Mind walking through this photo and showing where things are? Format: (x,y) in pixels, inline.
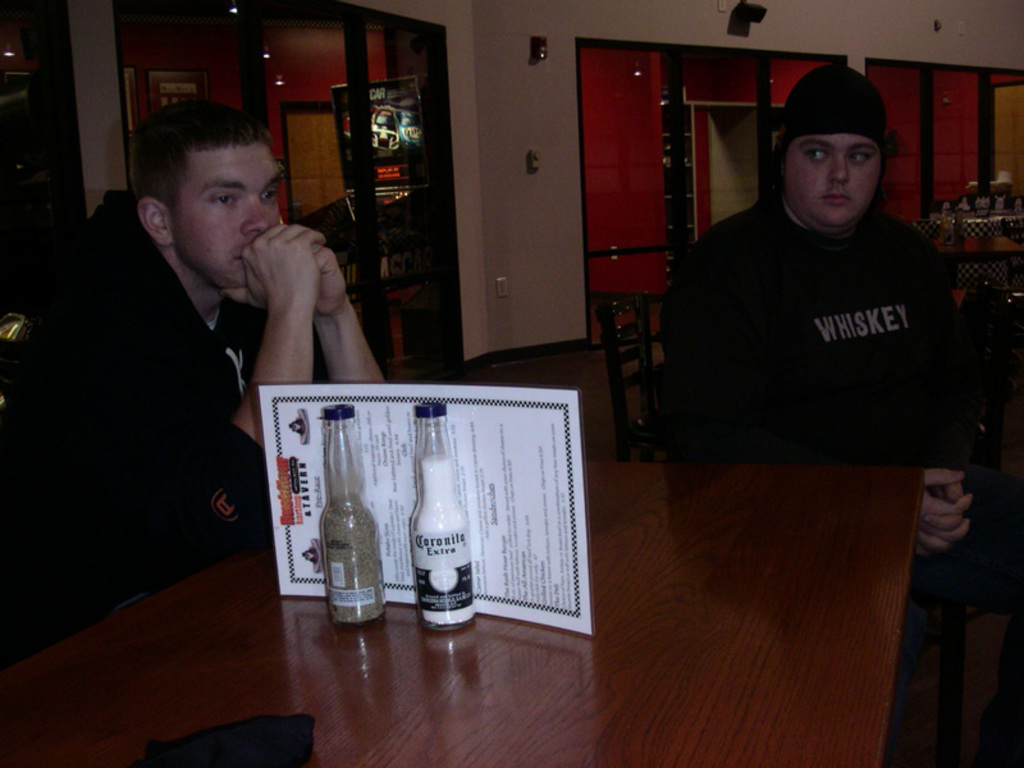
In this image, there are two persons (125,232) sitting near the table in the chair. On the table (223,667) there are two bottles (424,575) and a paper (556,480). In the background (339,111), there is a door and a wall (547,113) on which the lights (737,7) are fixed.
